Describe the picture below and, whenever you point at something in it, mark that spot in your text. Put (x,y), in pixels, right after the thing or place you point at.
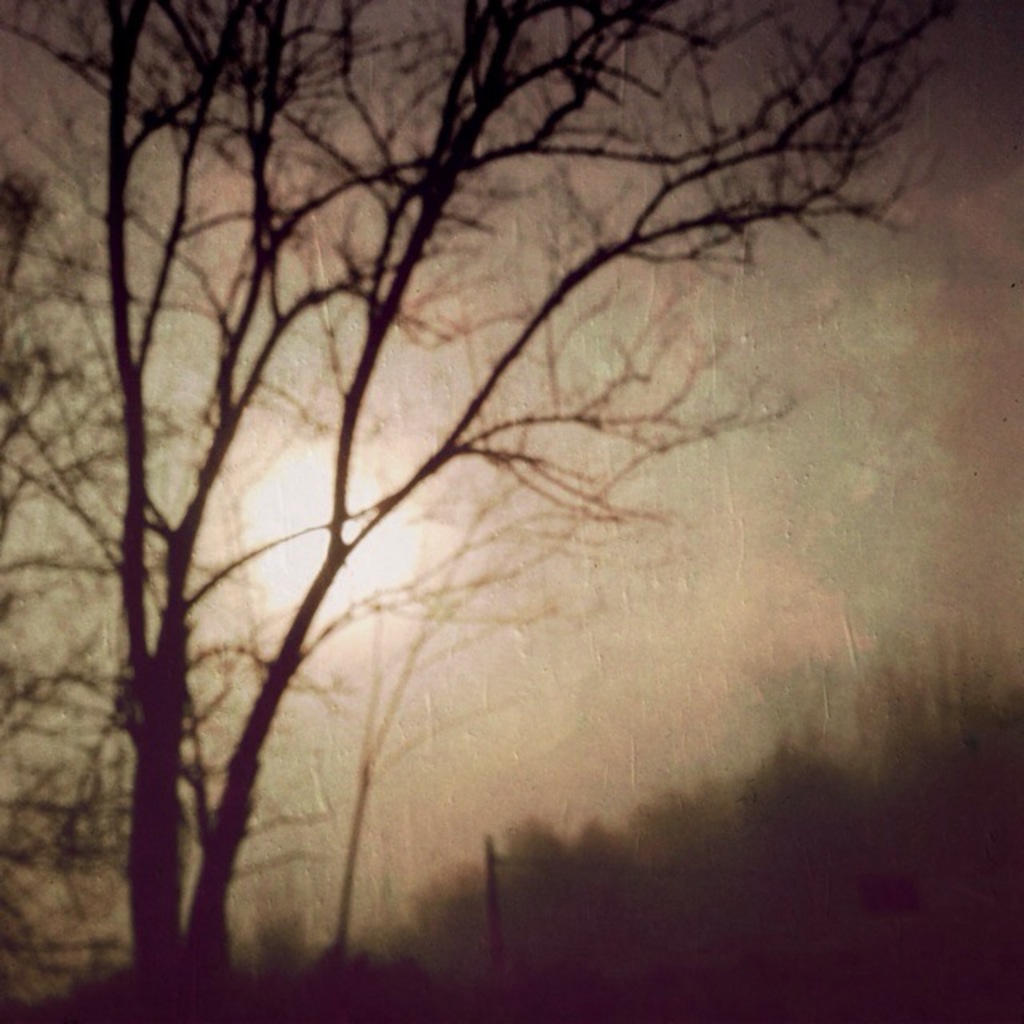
In this image we can see the picture of a tree (493,437), the sun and the sky (603,553).
